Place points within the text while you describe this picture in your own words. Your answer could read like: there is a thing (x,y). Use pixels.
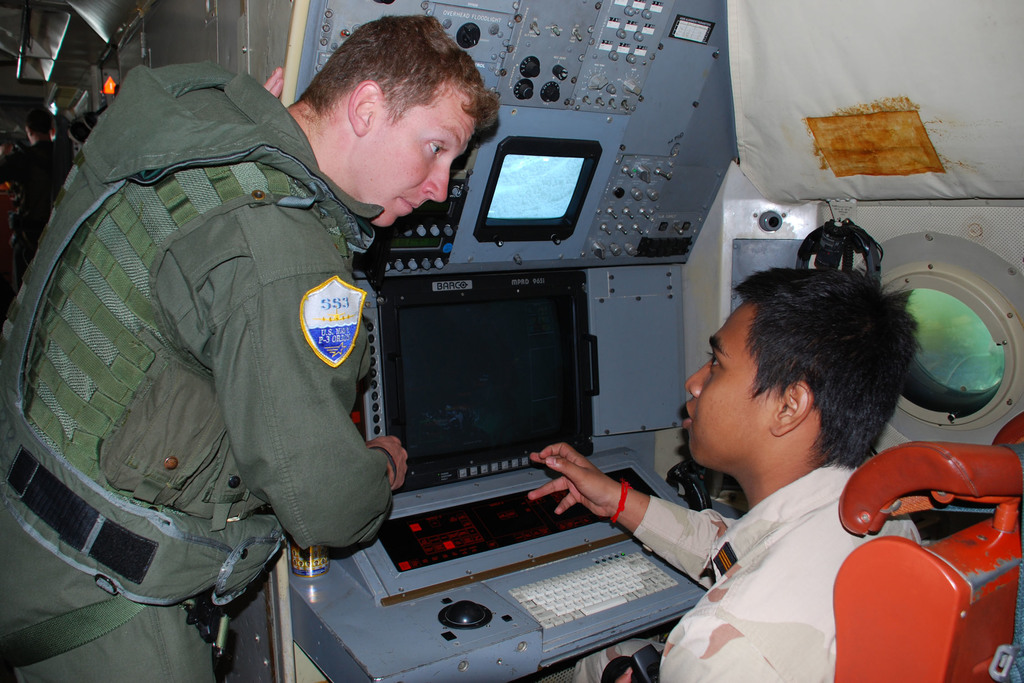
In this image there are two persons (284,343), one of them is standing and the other is sitting, there is a red color seat (907,607), there is a machine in front of the person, there is a person (32,182) standing towards the left of the image (38,159).
